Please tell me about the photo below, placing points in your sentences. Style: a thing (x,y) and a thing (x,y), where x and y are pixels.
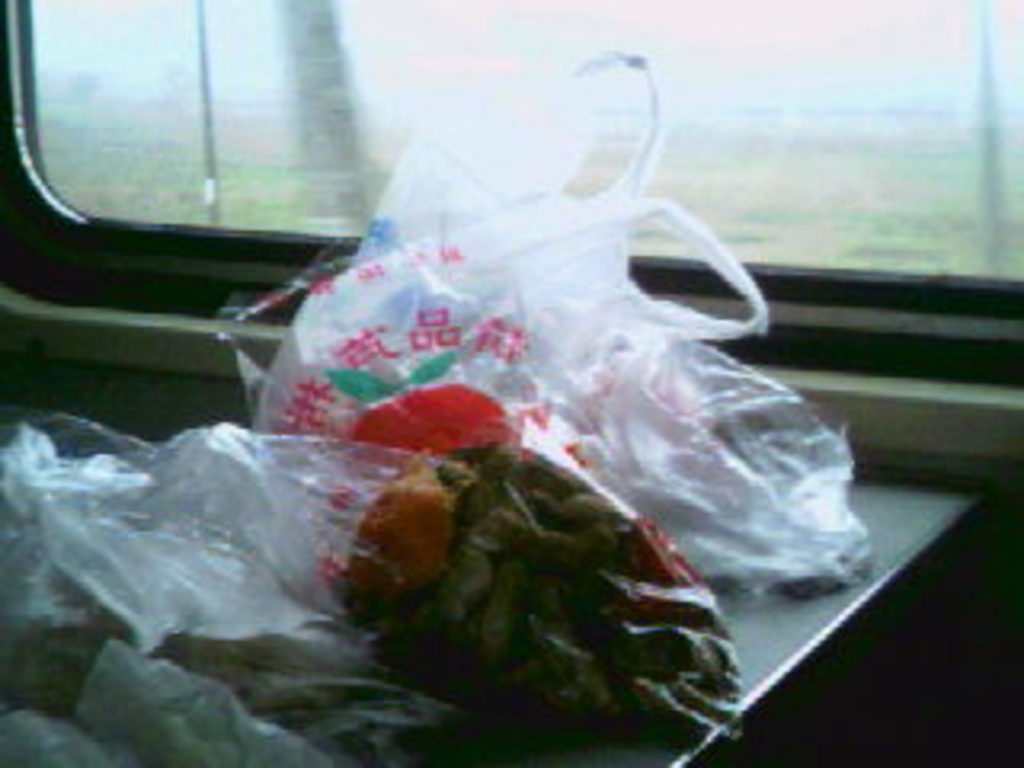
In this picture there are polythene (360,330) in the center of the image (553,368) on a desk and there is a window (798,59) at the top side of the image (225,154), there is greenery (707,145) outside the window (707,145), it seems to be the inside view of a train (911,590).
